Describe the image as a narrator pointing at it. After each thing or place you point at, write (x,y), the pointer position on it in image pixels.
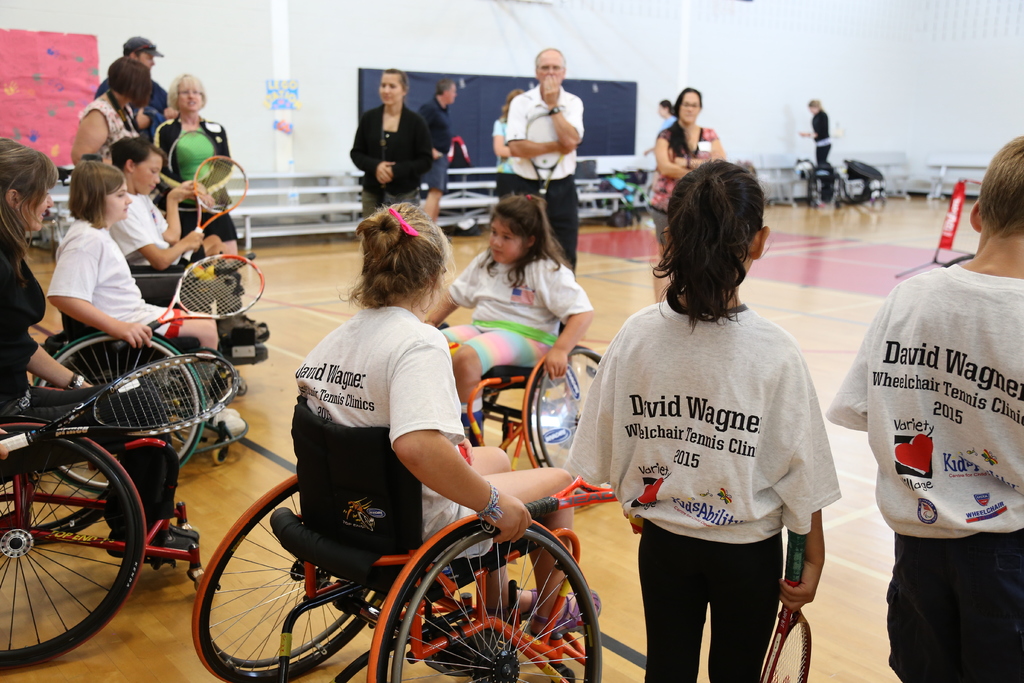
In this picture there are people (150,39) those who are standing in the image and there are some girls (361,320) those who are sitting on the wheel chairs (167,283) and there are benches (615,201) and posters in the image.
